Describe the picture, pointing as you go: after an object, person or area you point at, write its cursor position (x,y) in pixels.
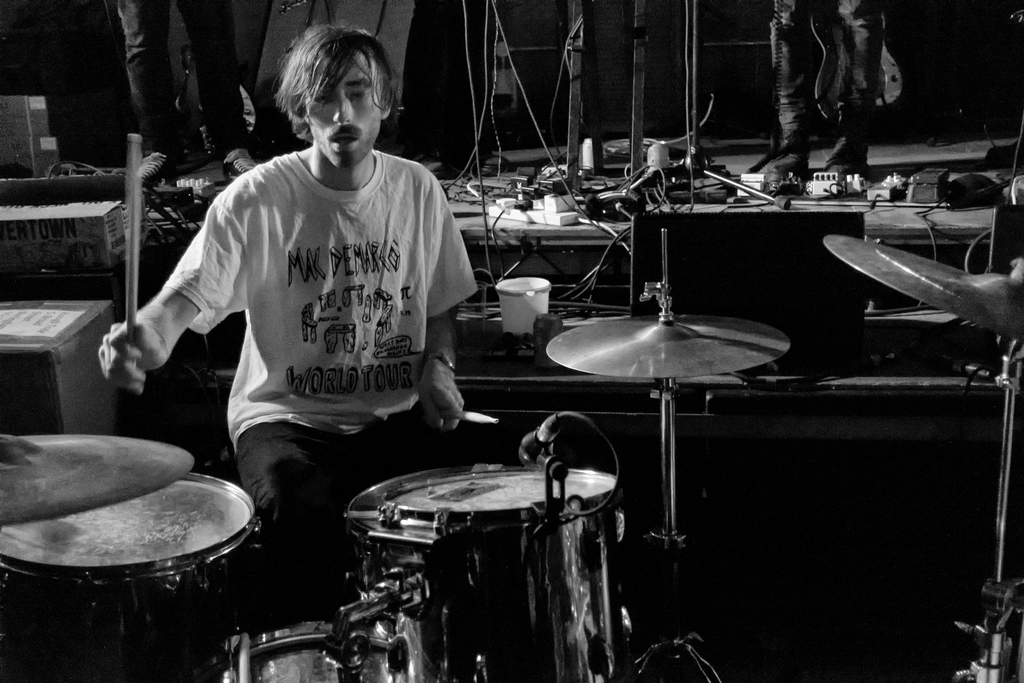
In this image we can see a person (321,332) wearing white color T-shirt (298,327), black color pant (357,438) beating some drums (108,625) and in the background of the image (856,145) there are some persons (224,86) standing on the stage (940,157) there are some musical instruments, switch sockets (562,219), wires (616,204).
